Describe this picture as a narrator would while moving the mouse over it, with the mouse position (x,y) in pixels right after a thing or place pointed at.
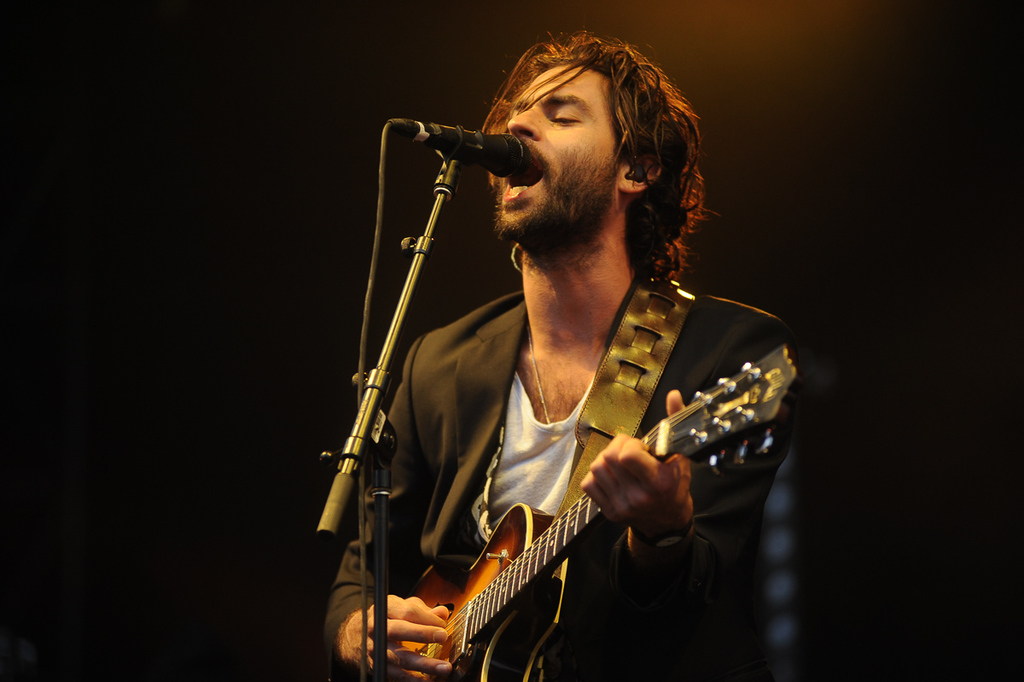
In the above picture there is a man (793,338) singing and playing guitar (504,587). In front of him there is a microphone (469,153) and its stand (377,415). He is wearing a white T shirt (520,469) and black blazer (472,414). He has long hair (681,166) and beard (527,233). The background (223,264) is dark.
